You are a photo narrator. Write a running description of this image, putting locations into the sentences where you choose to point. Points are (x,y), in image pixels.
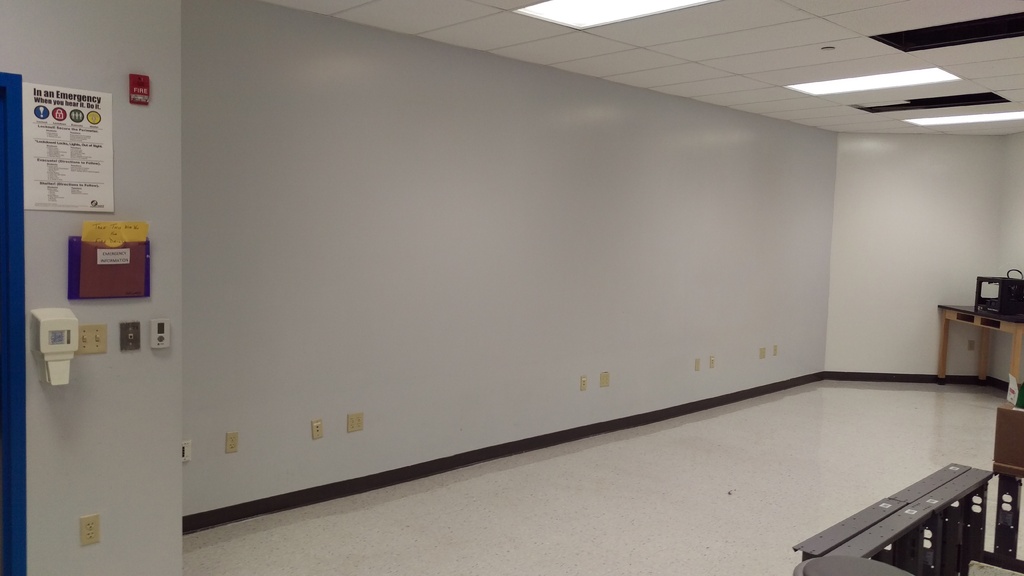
In this image I can see the inner part of the room (572,498) and I can also see a machine (1023,314) on the table (958,310). The table (950,307) is in brown color, background (660,300) I can see few boards (109,222) attached to the wall (381,164) and the wall (487,254) is in white color.
